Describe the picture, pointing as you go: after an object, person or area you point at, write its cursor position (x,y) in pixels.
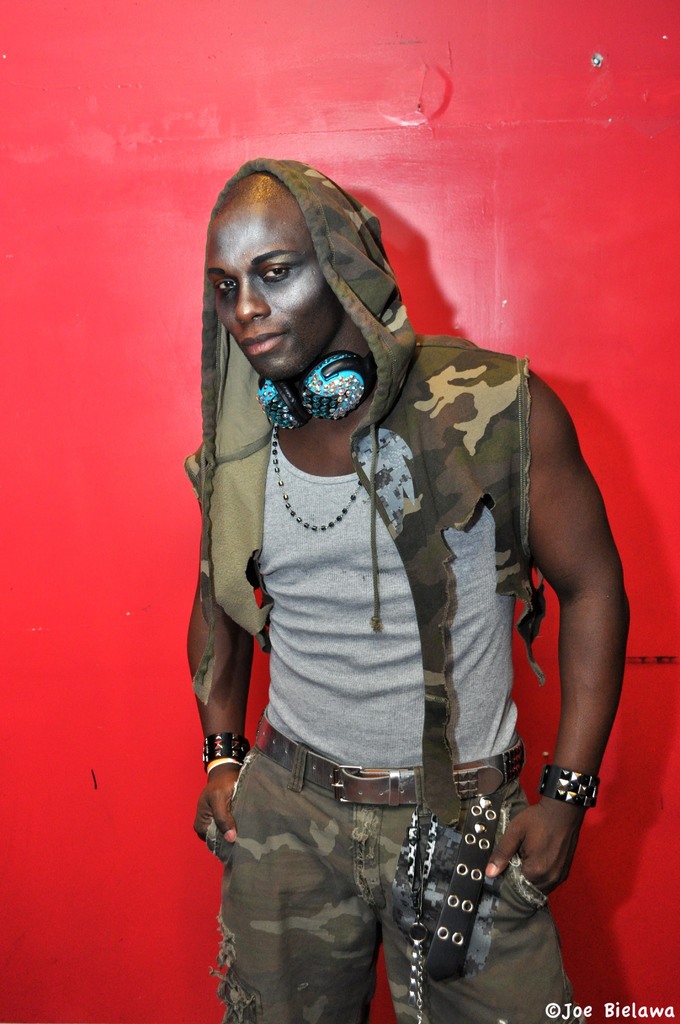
Here we can see a man (437,916) standing and he wore a headset (319,407) on his neck (336,420) and behind him there is a wall (167,292) with red color painting (108,545).
